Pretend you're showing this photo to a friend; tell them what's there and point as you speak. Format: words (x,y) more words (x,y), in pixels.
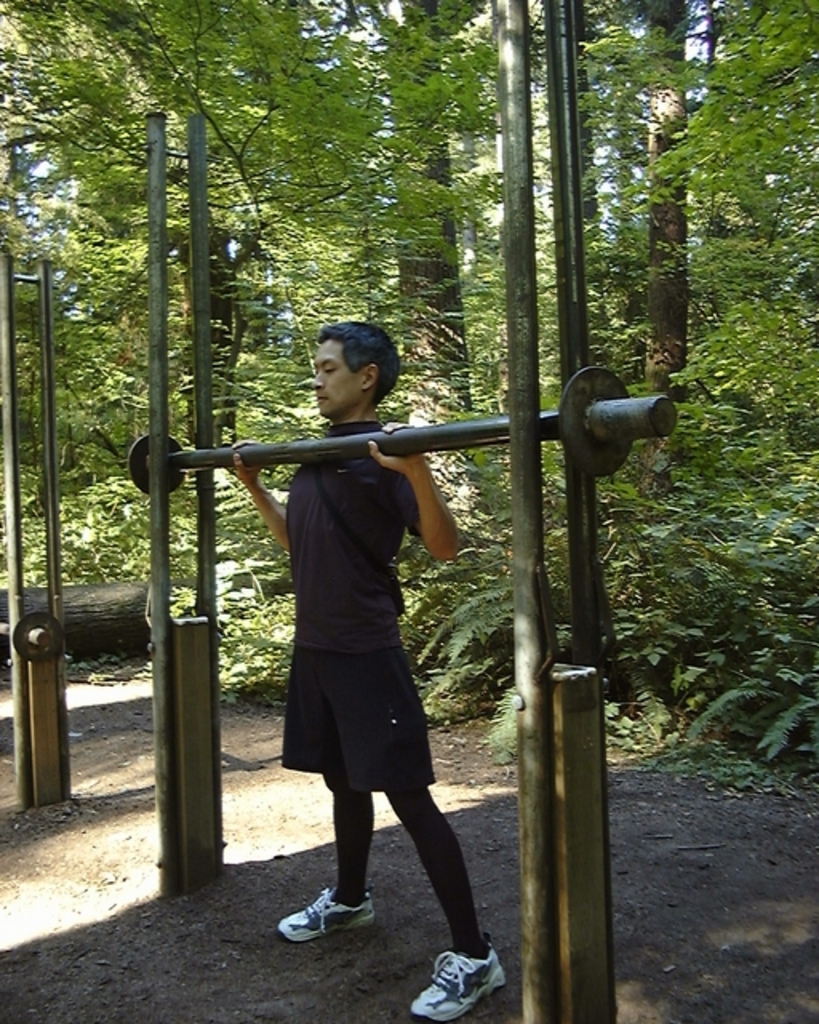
In this image we can see the person (325,464) holding a weight lifting rod (339,441) with weights (567,416) on the ground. And there are rods (23,674) on the side. And at the back (495,157) there are trees (755,365).
